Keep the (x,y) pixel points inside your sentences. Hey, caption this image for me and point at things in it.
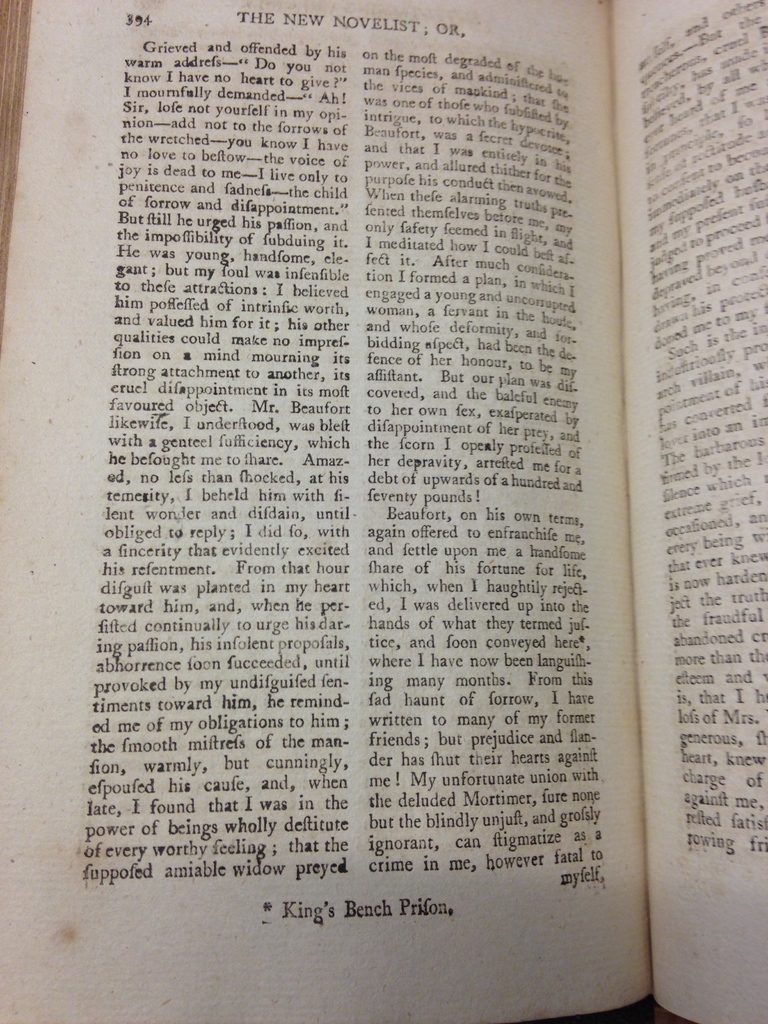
In the picture we can see a book (532,885) which is a novel (563,882) and with some information (174,762) in it with a paragraph wise.
